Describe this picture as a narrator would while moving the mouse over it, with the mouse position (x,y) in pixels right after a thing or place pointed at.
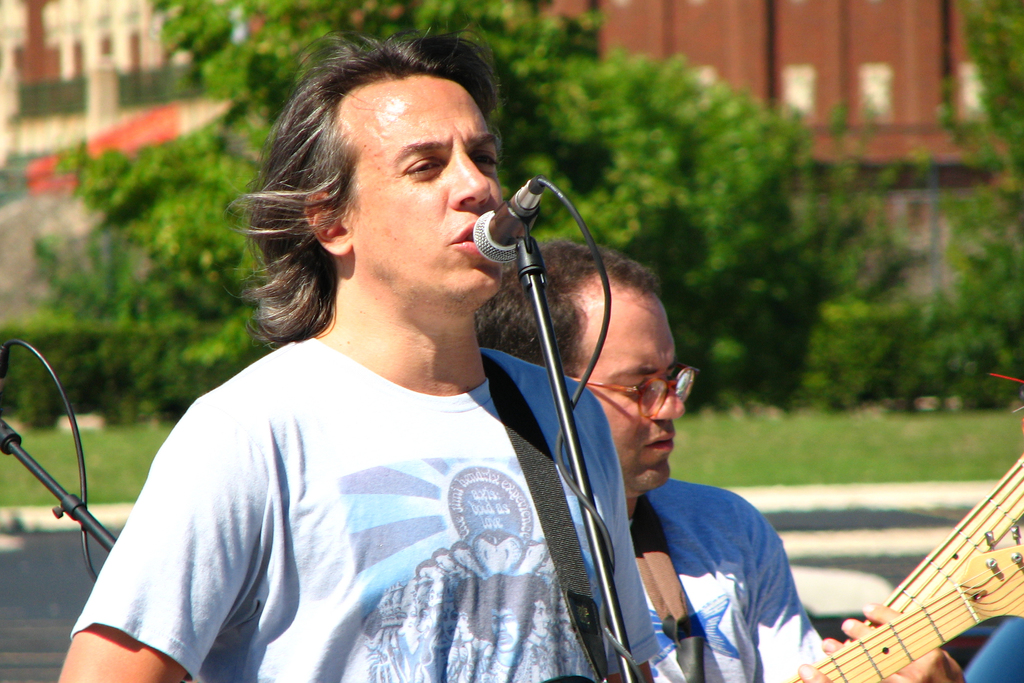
There is a man (440,470) standing and singing a song. This is a mike (484,248) with a mike stand (608,610). Here is another man (734,593) standing and playing guitar (930,581). At background (213,374) I can see some trees (687,146) and bushes (818,366).
